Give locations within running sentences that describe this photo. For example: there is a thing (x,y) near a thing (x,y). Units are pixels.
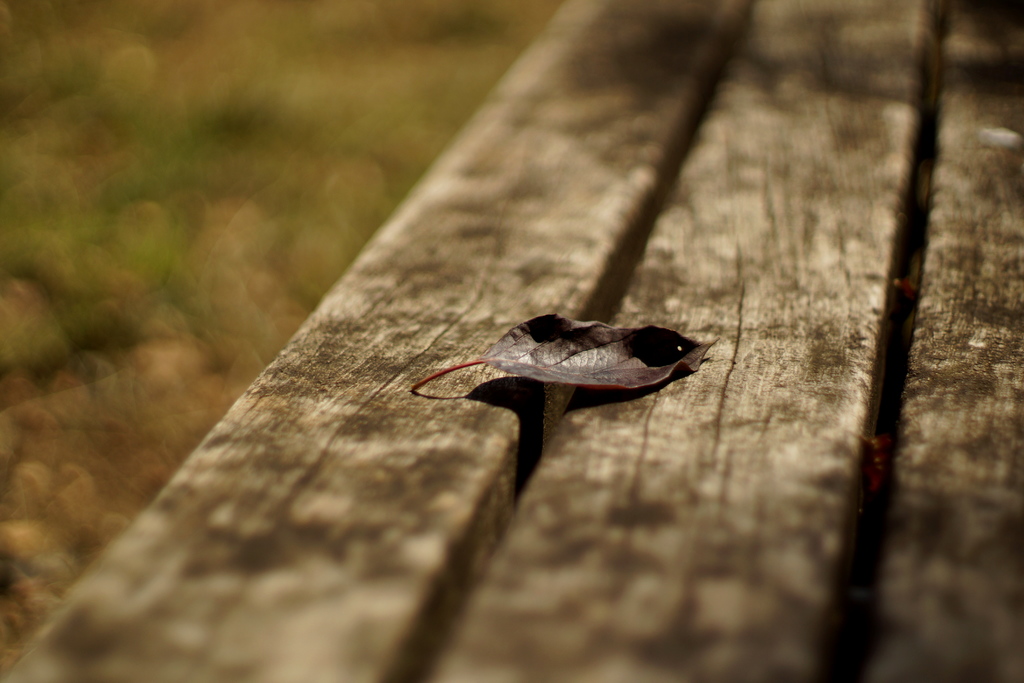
In this image we can see a leaf (618,345) on the wooden surface (548,521).
